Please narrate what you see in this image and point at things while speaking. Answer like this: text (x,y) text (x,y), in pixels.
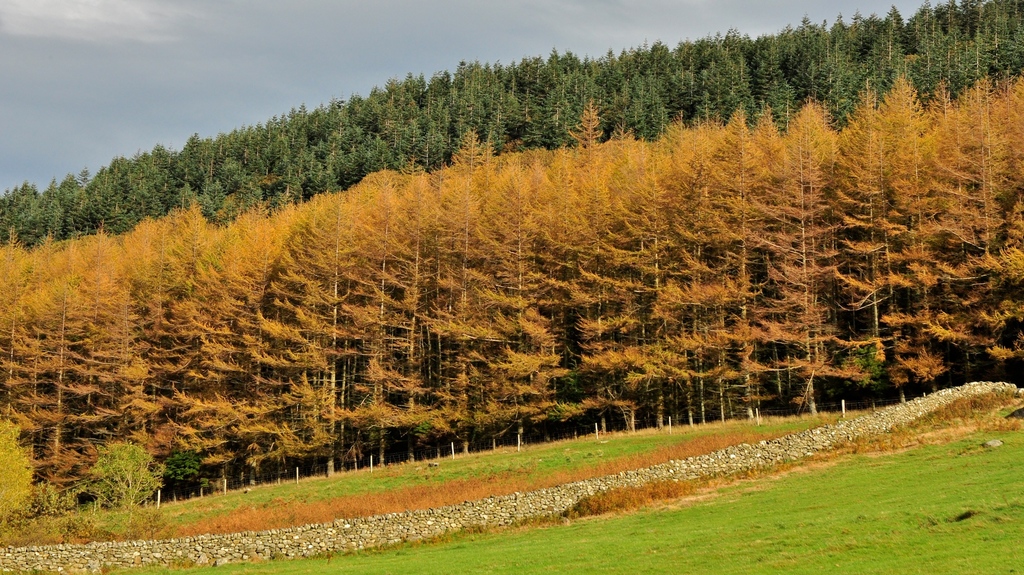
In the picture I can see so many trees (326,246), grass (366,495) and rocks (524,513).
